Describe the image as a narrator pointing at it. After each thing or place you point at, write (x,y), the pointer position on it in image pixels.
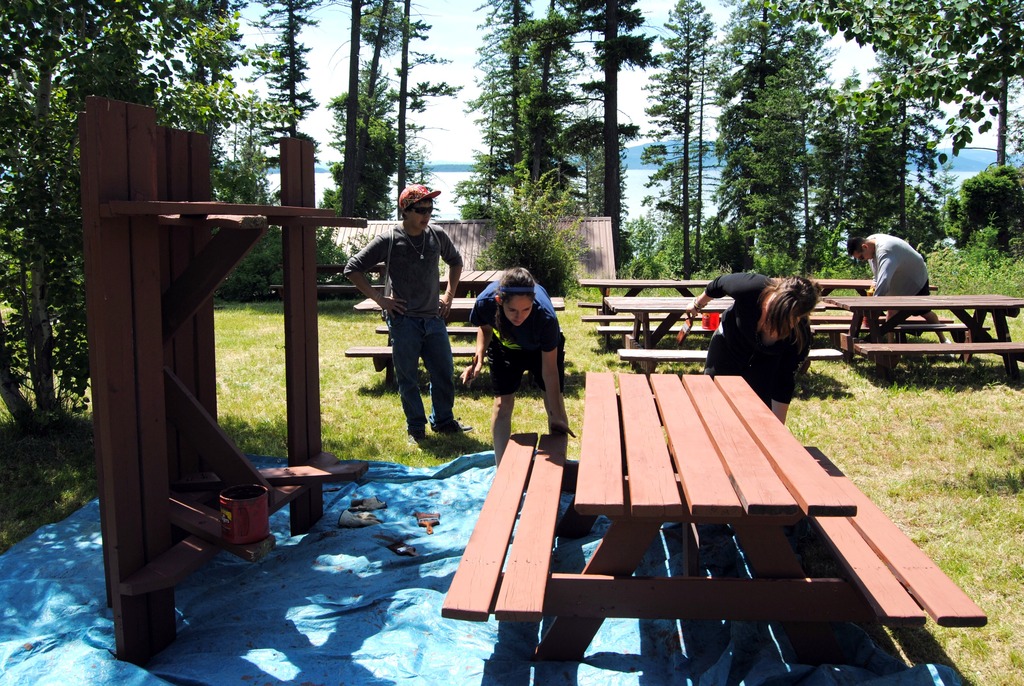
There are four members (739,324) in this given picture. And there are some tables (668,497) here. Under the table (464,586), there is a carpet (369,635). There is another table (181,407) also beside the table (692,462). In the background (577,129), there are some trees (353,156), water (447,186) and sky (431,80) here.
